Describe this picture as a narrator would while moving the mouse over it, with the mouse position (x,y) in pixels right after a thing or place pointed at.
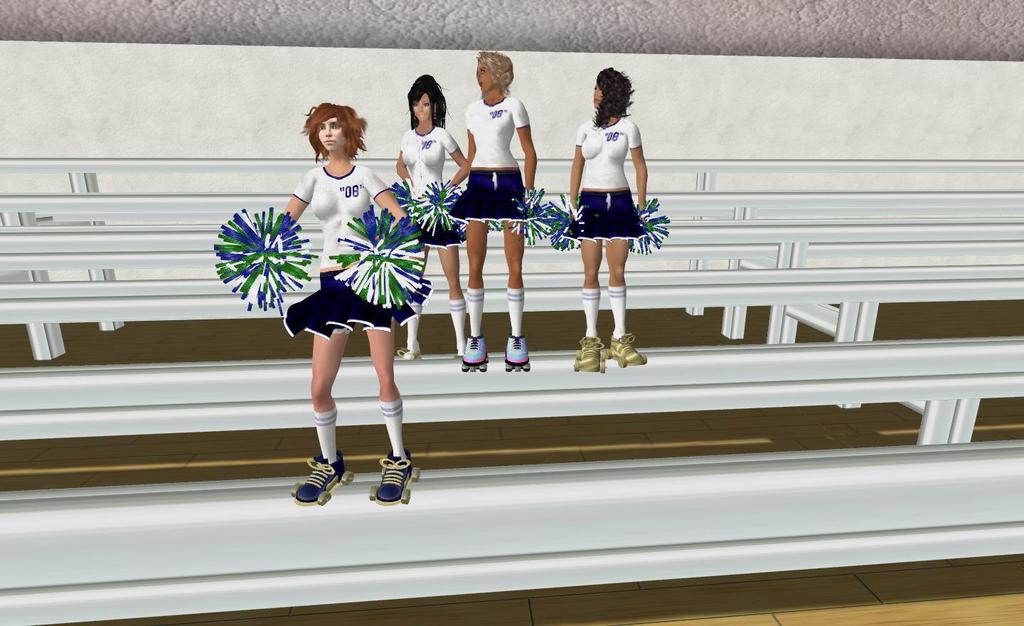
In this image we can see an animated picture of a group of woman (621,173) wearing skates (624,354) and holding pom poms (415,253) is standing on the poles (649,477).
